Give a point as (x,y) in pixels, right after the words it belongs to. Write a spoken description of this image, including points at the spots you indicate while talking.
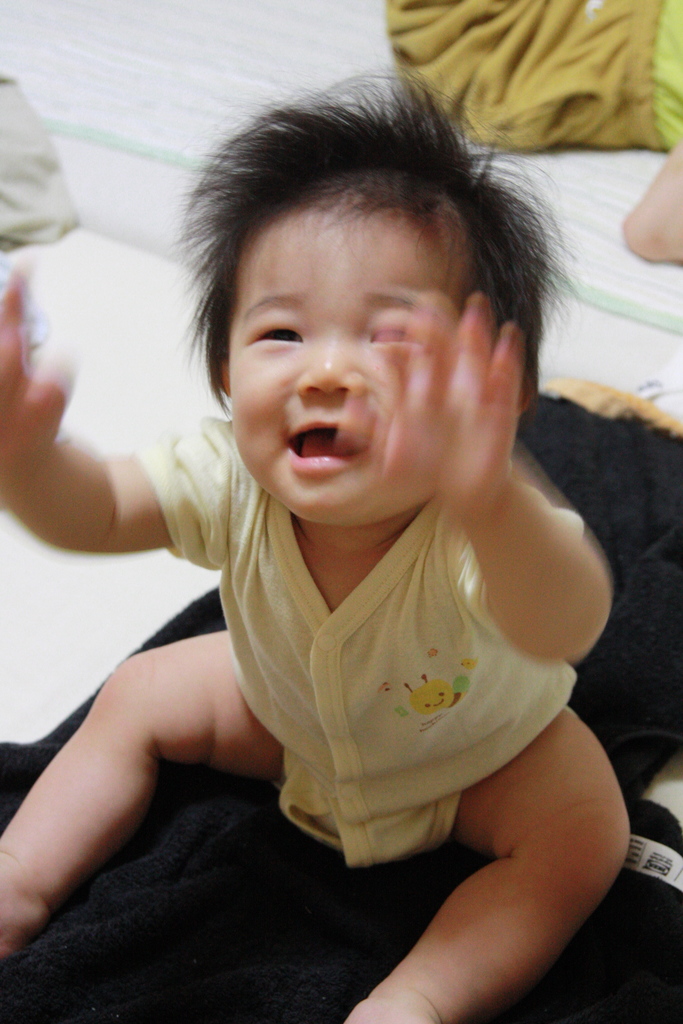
In the given image i can see a little baby (326,338).
